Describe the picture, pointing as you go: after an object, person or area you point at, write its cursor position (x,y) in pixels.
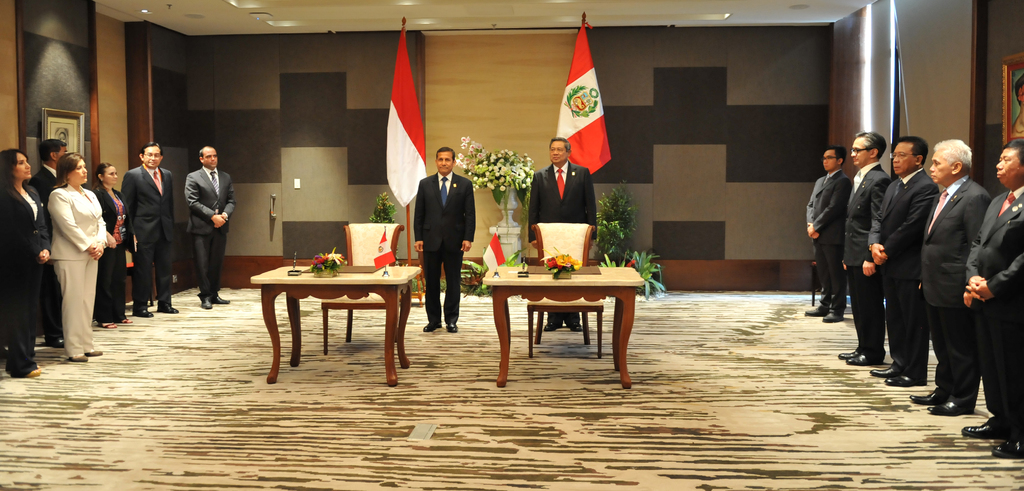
On the background of the picture (525,142) we can see walls (500,124) and a flower houseplant (477,175). We can see two men (544,190) standing in front of a table (406,281) where we can see two flower bouquets (329,266) on the table (541,283). this is a floor (465,401). At the right (837,205) and left side of the picture (157,230) we can see few persons (871,308) standing and there also photo frames (1017,104) on the wall (116,128).
